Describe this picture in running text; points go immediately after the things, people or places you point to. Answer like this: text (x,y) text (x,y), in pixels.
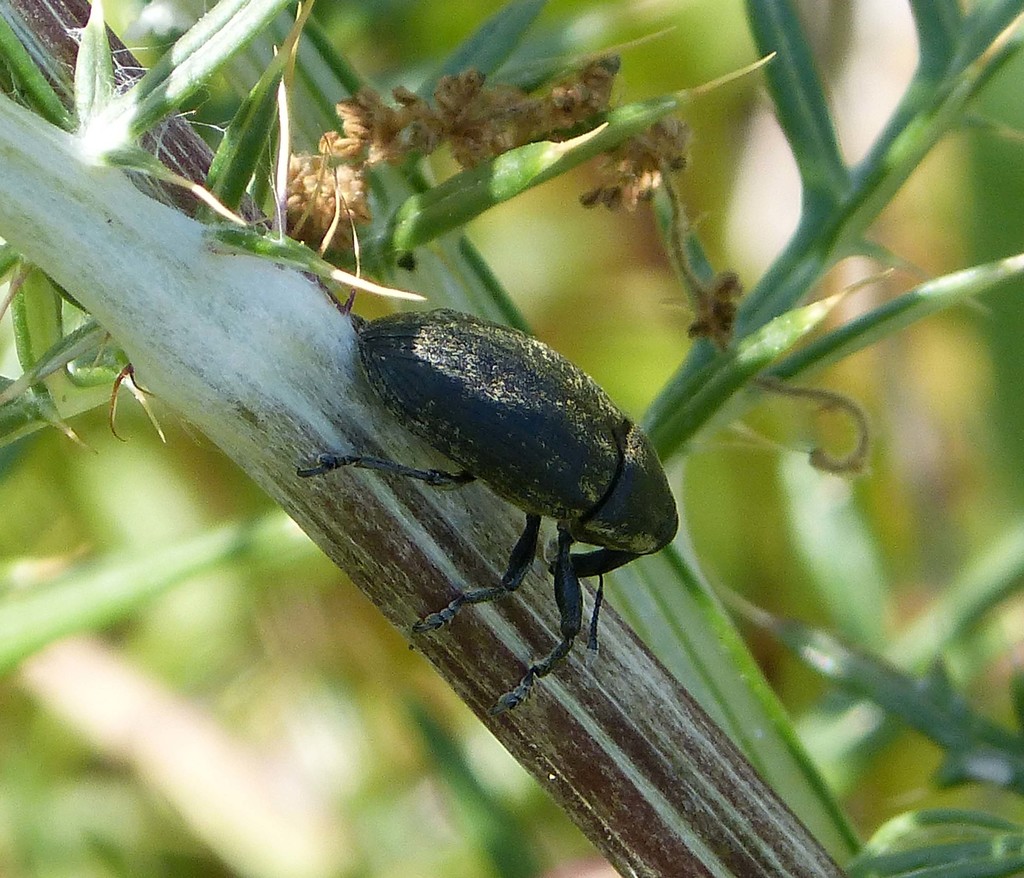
Background (1002,507) portion of the picture is blur. In this picture we can see the stems (820,262). We can see a black insect (513,549) on a stem (542,553).
